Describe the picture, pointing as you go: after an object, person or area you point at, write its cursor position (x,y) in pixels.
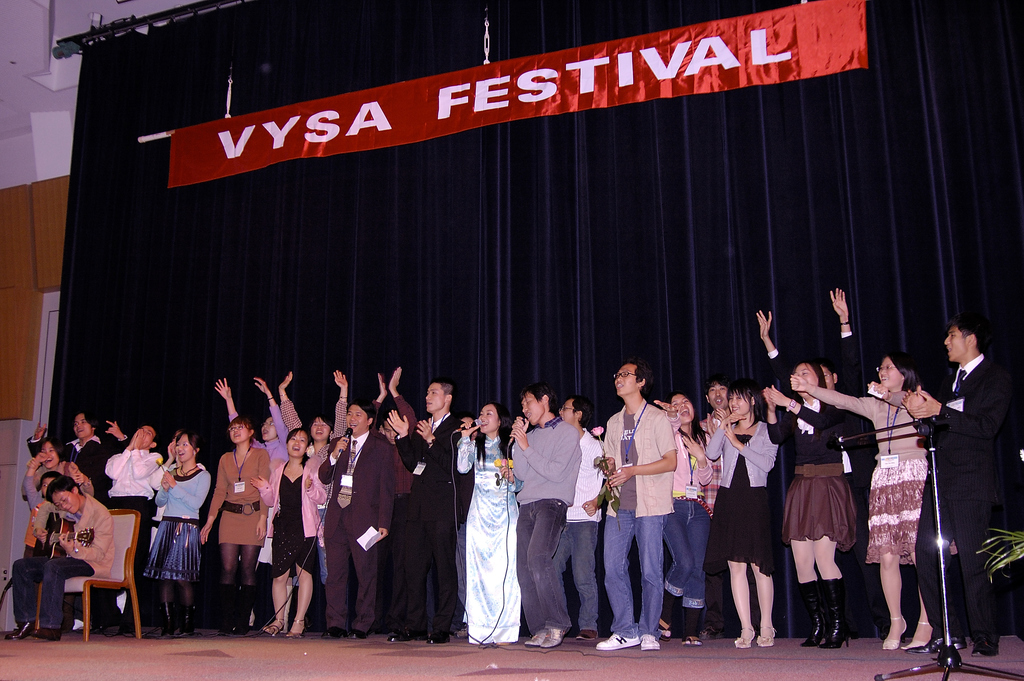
In the picture we can see a group of people (670,450) are standing and one man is talking into a microphone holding it and two persons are sitting in a chair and behind them, we can see a wall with a blue color curtain (135,275) and on it we can see a red color cloth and written on it as VYSA FESTIVAL.
